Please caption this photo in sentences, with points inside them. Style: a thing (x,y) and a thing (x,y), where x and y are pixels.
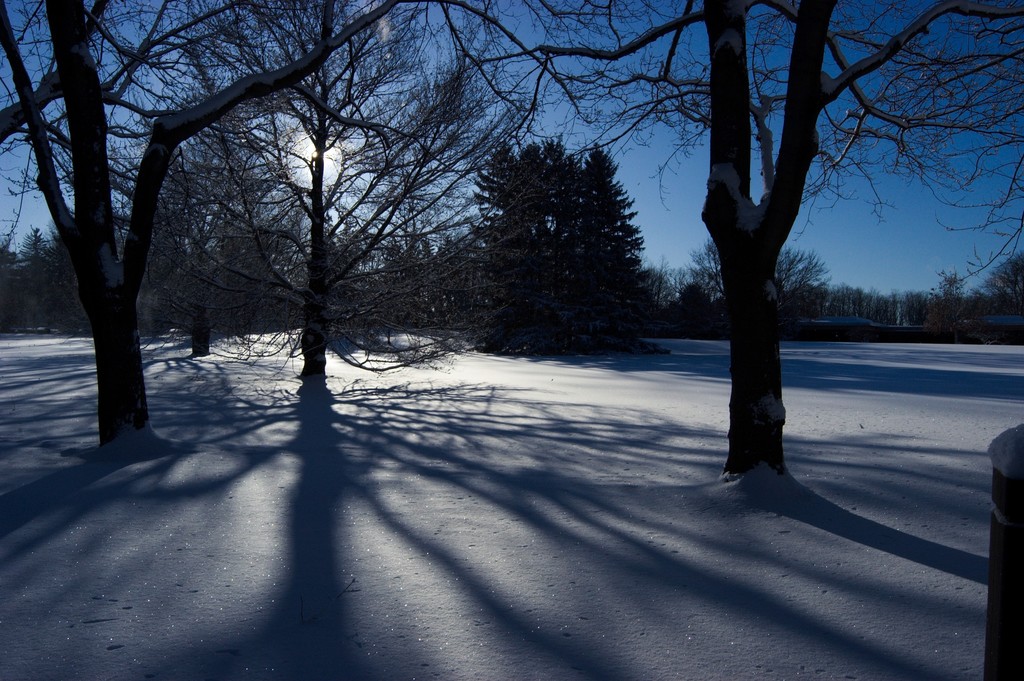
In the image there are many trees (396,238) on the snow surface (285,377) and the trees (764,226) were also covered with ice (869,60).
